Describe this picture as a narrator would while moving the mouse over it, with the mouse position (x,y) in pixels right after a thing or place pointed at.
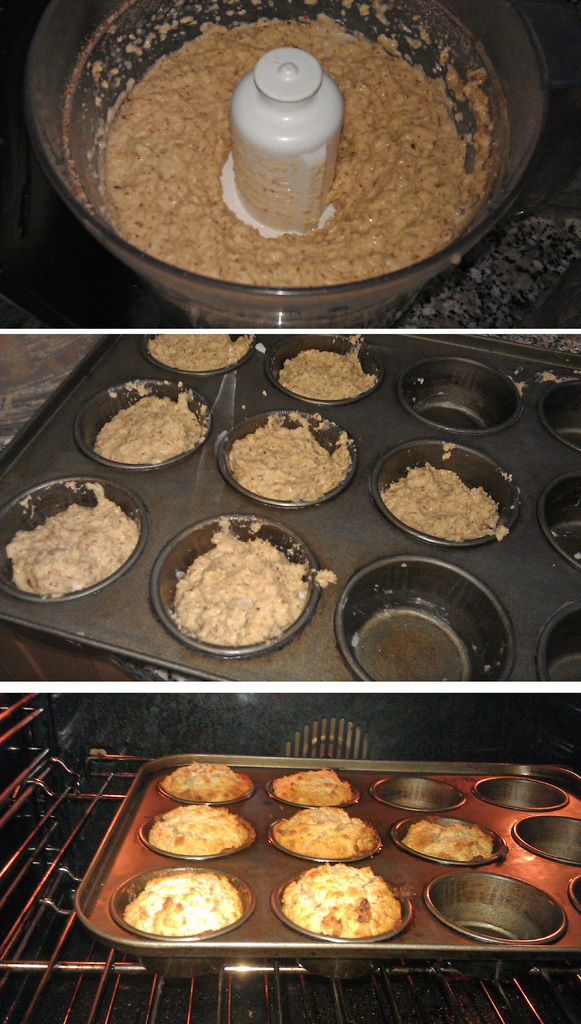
In this image we can see a collage images of a food (307,841).
